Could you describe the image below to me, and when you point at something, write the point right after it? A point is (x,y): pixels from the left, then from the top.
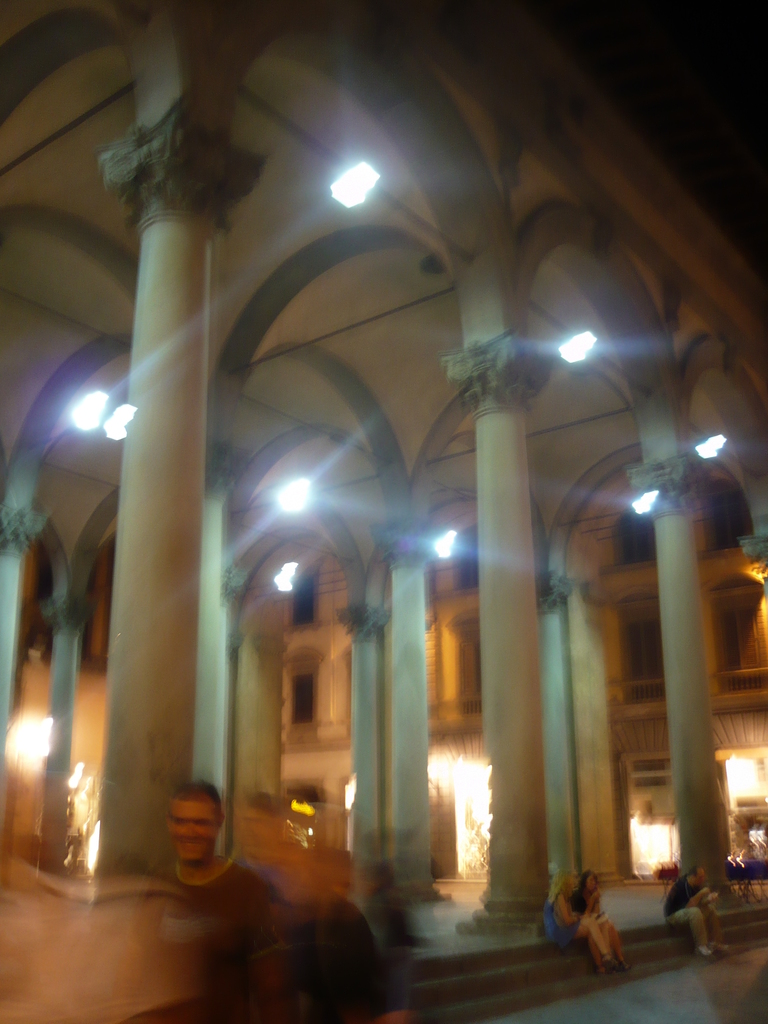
In this picture I can see there is a building (389,301) and it has few pillars (187,629) and there are lights (287,498) arranged to the ceiling (344,71). There are few people (557,906) sitting on the stairs (476,979) and few are walking here and in the backdrop (309,660) there is another building (344,734).
